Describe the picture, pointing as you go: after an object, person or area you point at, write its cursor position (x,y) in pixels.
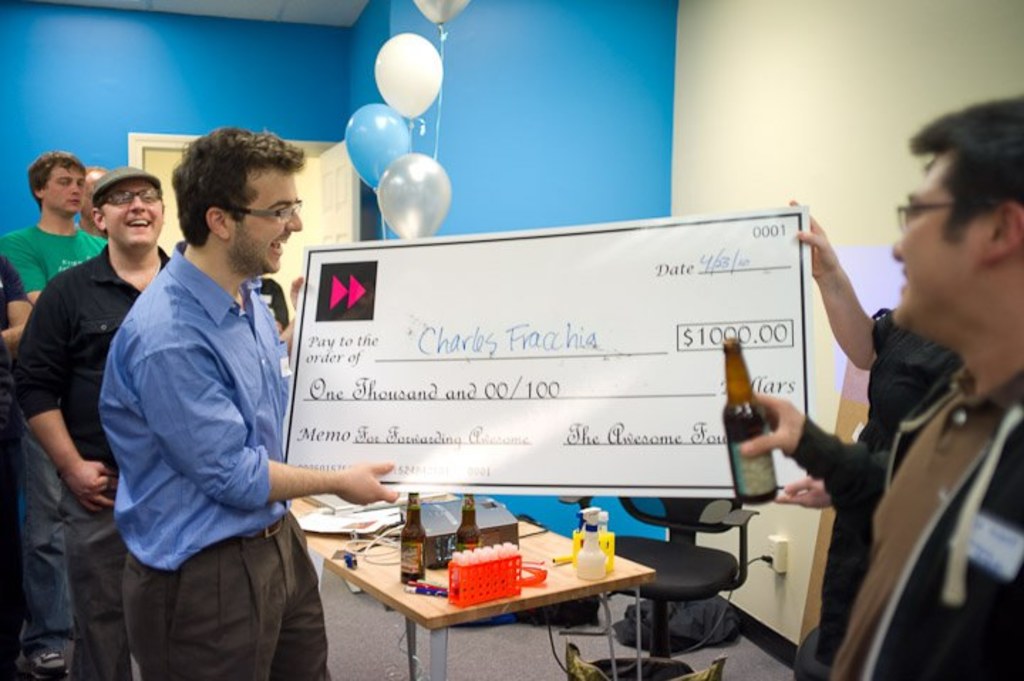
In this picture we can see many people (259,550) standing, one man (219,490) is receiving award (589,306) from the right side person (849,312), the man (941,397) on the right side of the image (955,457) is holding a beer bottle (759,427), in background (625,577) we can see a table (549,580) which consists of two bottles (474,530) one projector (482,528) and we can also see a chair (691,568) here, there are four balloons (430,189) in the background (426,175) and we can see a wall (239,55).
